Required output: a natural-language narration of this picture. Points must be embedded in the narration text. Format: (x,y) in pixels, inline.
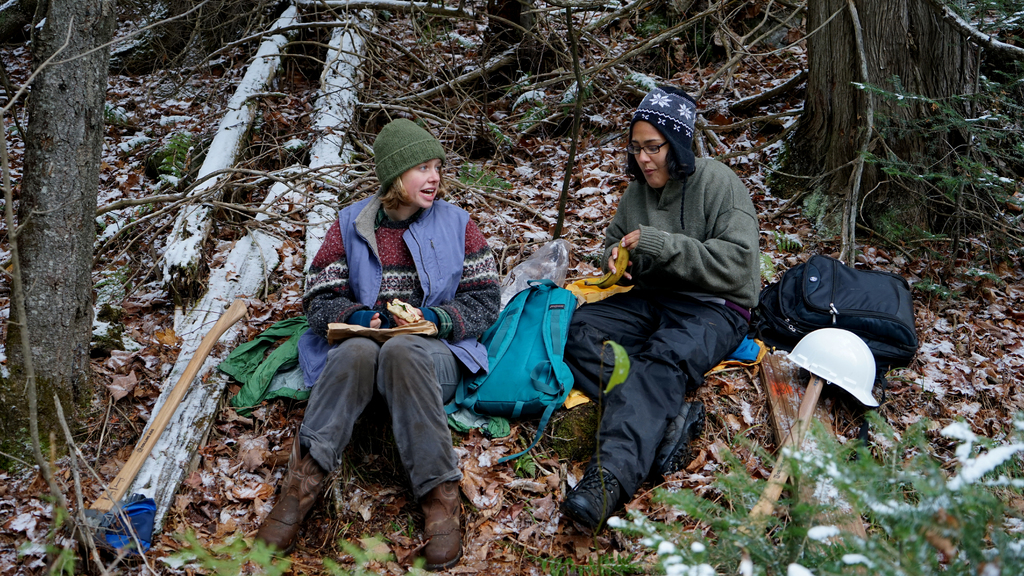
In this image we can see two women (440,243) sitting on the ground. One woman (469,322) is wearing a green cap (402,156) and blue jacket (433,260) holding food (405,307) in her hand (422,316). The other woman (671,267) is wearing a black cap (677,144) and spectacles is holding a banana (618,273) in her hand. On the ground (522,425) we can see two bags (856,324), a helmet (860,348) and two sticks (207,354). In the background (877,129), we can see a group of trees (897,109).
